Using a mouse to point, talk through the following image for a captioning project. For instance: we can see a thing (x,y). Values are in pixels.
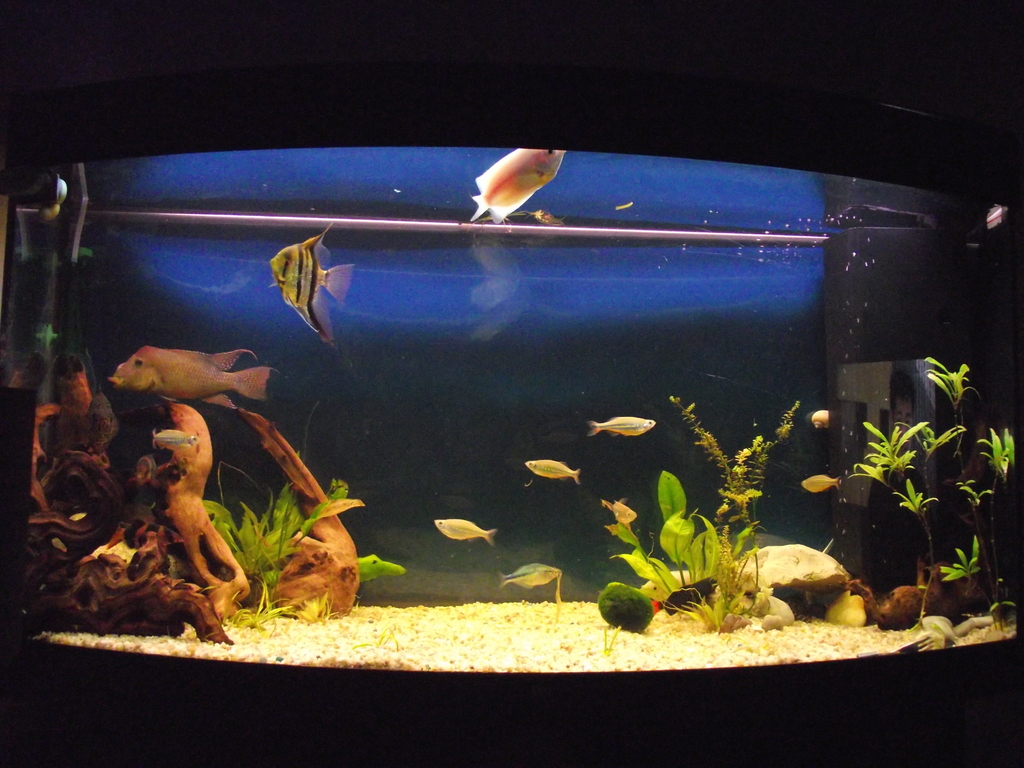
In the image there is a beautiful aquarium (471,453) and the background of the aquarium (2,318) is dark.
